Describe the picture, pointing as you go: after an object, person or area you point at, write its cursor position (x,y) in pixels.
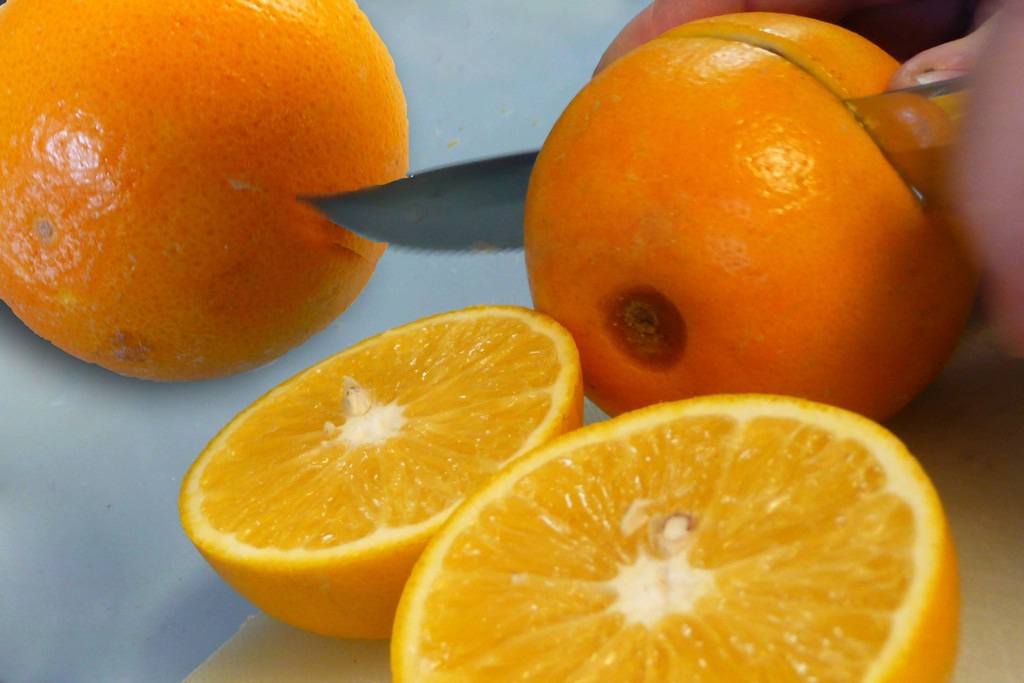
In this picture we can see oranges (202,482) and a person (1011,94) holding knife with hand (1001,103) and cutting an orange (693,184).
